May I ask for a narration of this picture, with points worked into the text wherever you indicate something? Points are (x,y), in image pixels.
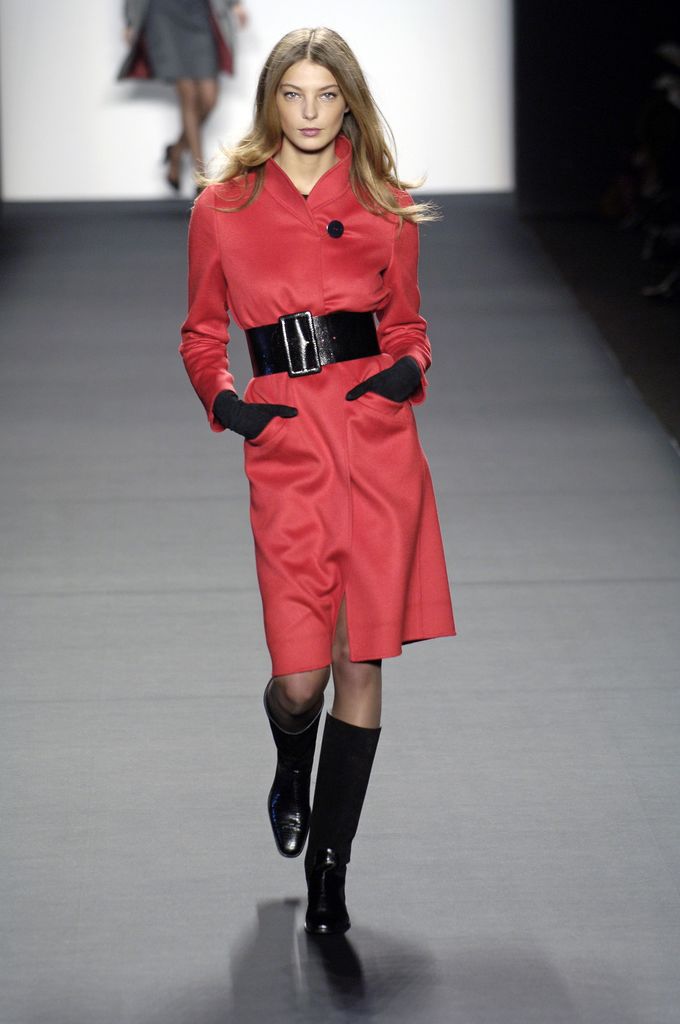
In the image there is a woman (256,454) walking on the ramp (490,510) in the foreground (296,114).
